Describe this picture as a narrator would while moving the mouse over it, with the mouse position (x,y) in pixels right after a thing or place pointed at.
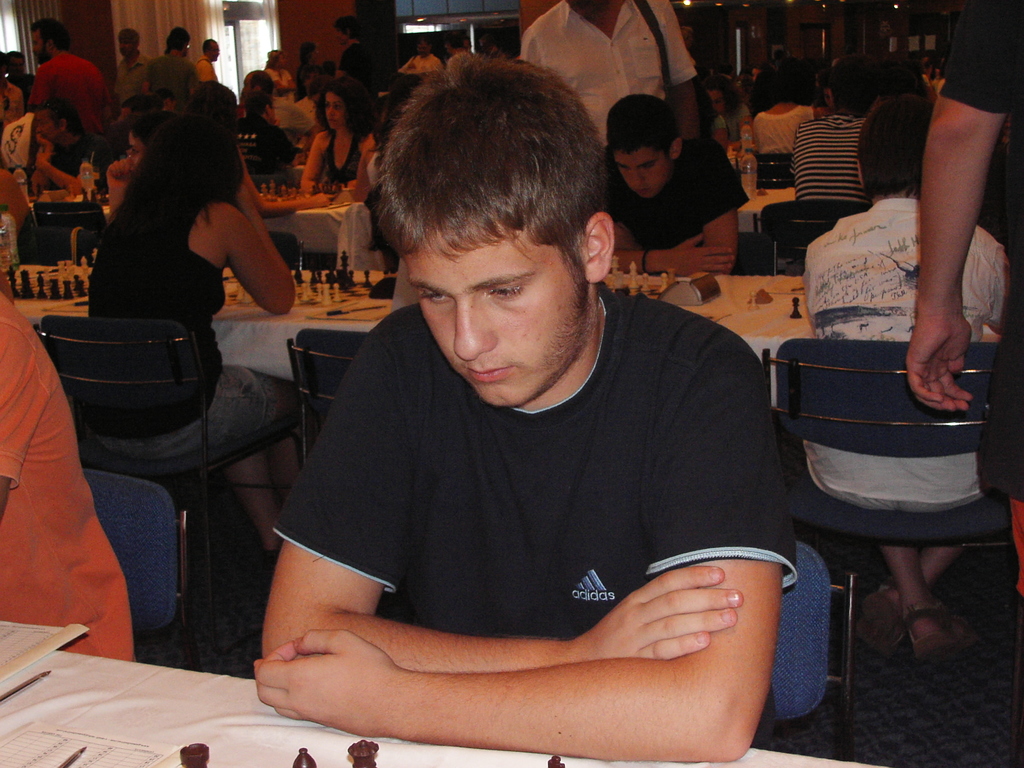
This picture is inside of the room (925,8). There are group of people (523,300) sitting behind the table (129,671). There are chess boards (338,291), bottles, paper (100,761), pen (86,745) on the table (210,721). The table (164,709) is covered with white color cloth (209,699).
